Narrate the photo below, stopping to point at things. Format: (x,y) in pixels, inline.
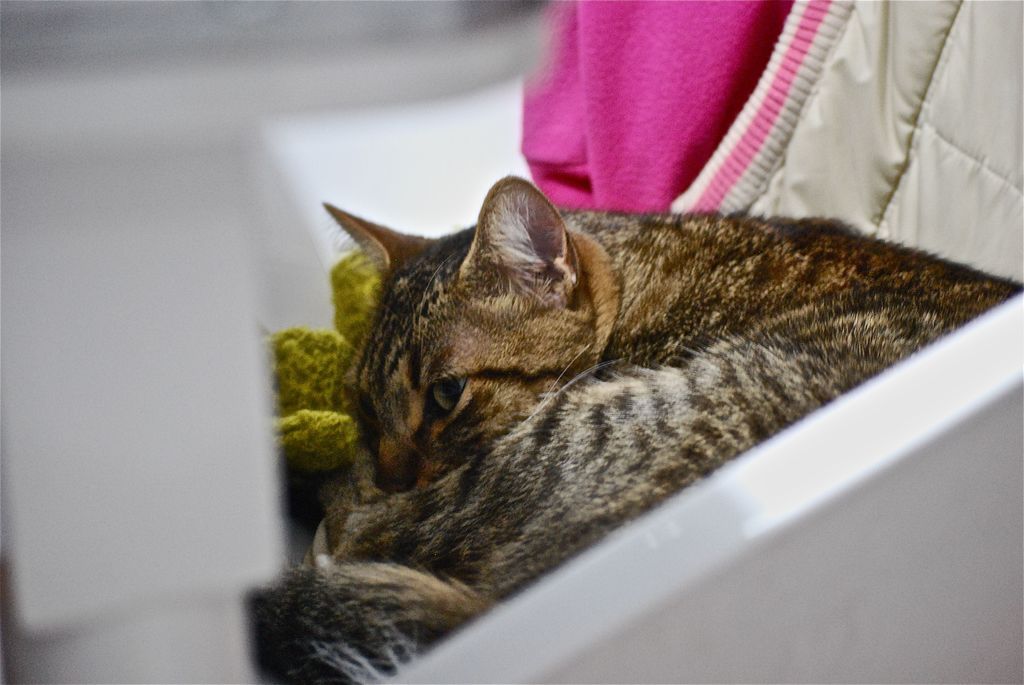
In this image we can see one cat (348,516) in the white object (177,371) which looks like a box (180,383), a few clothes (314,367) near the cat (756,275) and the background (396,156) is blurred.
